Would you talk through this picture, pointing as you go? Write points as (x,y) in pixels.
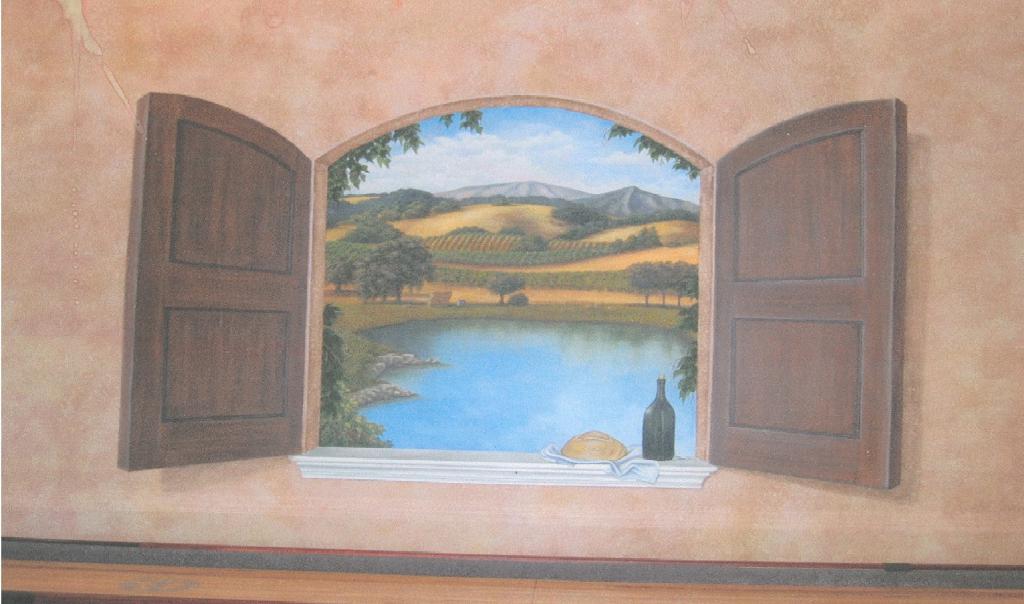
In this image we can see a painting (407,305), here is the window (287,298), here is the water (478,346), here are the trees (373,260), here are the mountains (466,192), at above here is the sky (443,179).
